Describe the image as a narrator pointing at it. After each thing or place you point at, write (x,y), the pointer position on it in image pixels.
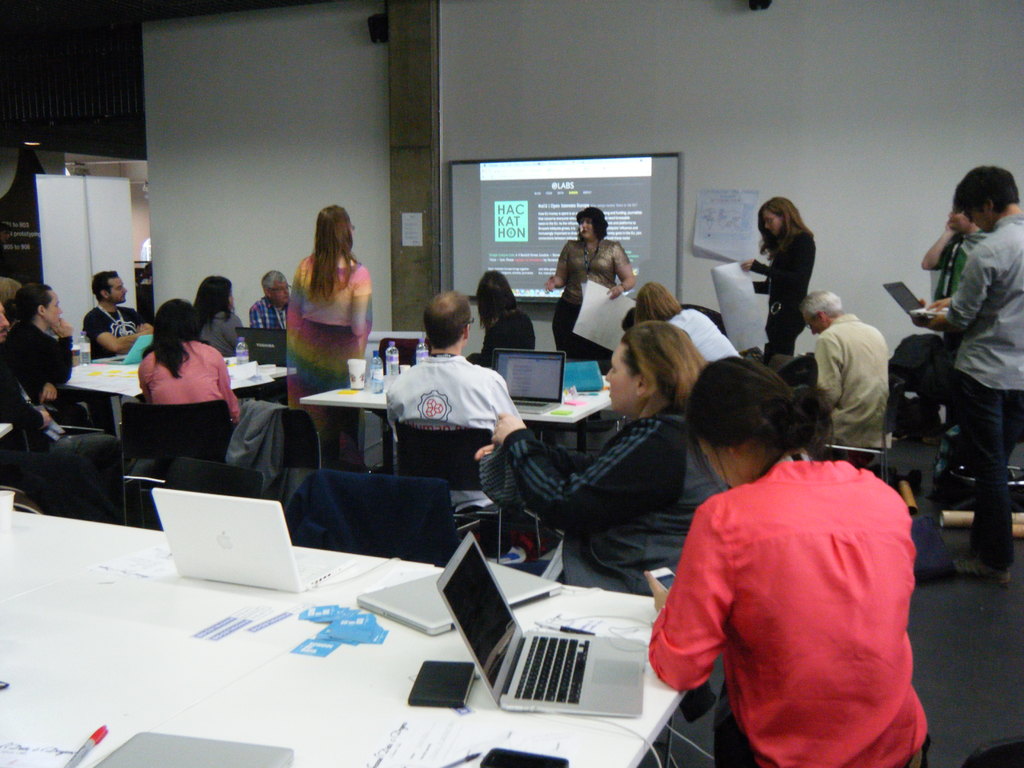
In this image I can see number of persons (716,512) are sitting on chairs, a white colored table (326,673), few papers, few laptops (205,510) and few other objects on the table (251,648). In the background (336,331) I can see few persons (337,315) standing, the white colored wall (670,90), the projection screen (532,261), a banner (25,194) and few speakers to the wall (469,49).
